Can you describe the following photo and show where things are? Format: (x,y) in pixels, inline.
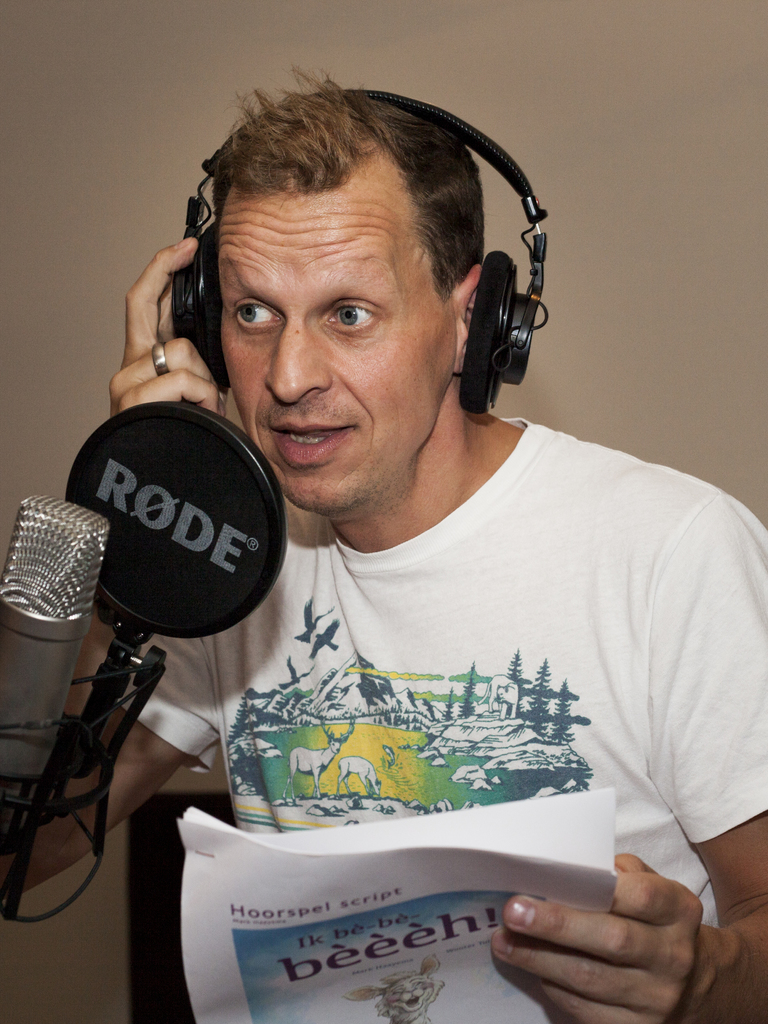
Here we can see a man (513,597) singing on the mike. He is holding papers (463,943) with his hand (572,980) and he wore a headset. In the background (95,112) we can see a wall (571,319).
